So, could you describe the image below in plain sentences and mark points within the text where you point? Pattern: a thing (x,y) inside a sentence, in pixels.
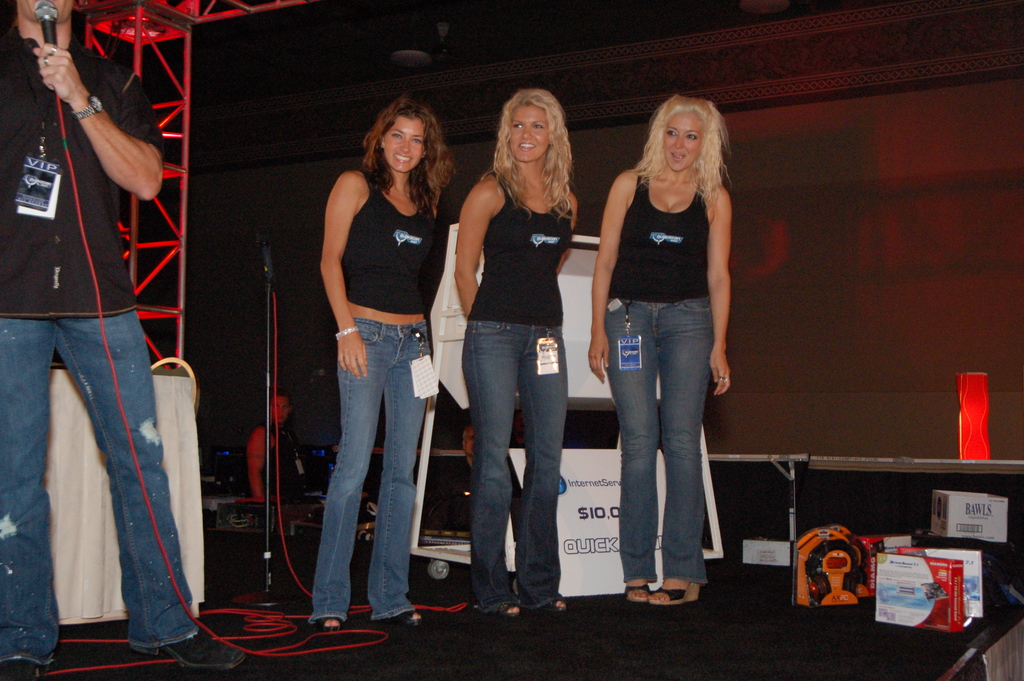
In this picture we can observe three women (350,439) standing on the floor (508,622). All of them were wearing black color T shirts (540,230) and smiling. On the left side (70,259) we can observe a man (44,465), holding a mic (47,15) in his hand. We can observe a red color wire (279,630) and a stand (264,596) here. In the background (788,342) there is a wall (864,290). On the right side (958,579) we can observe boxes (912,591) placed on the floor (878,631).
